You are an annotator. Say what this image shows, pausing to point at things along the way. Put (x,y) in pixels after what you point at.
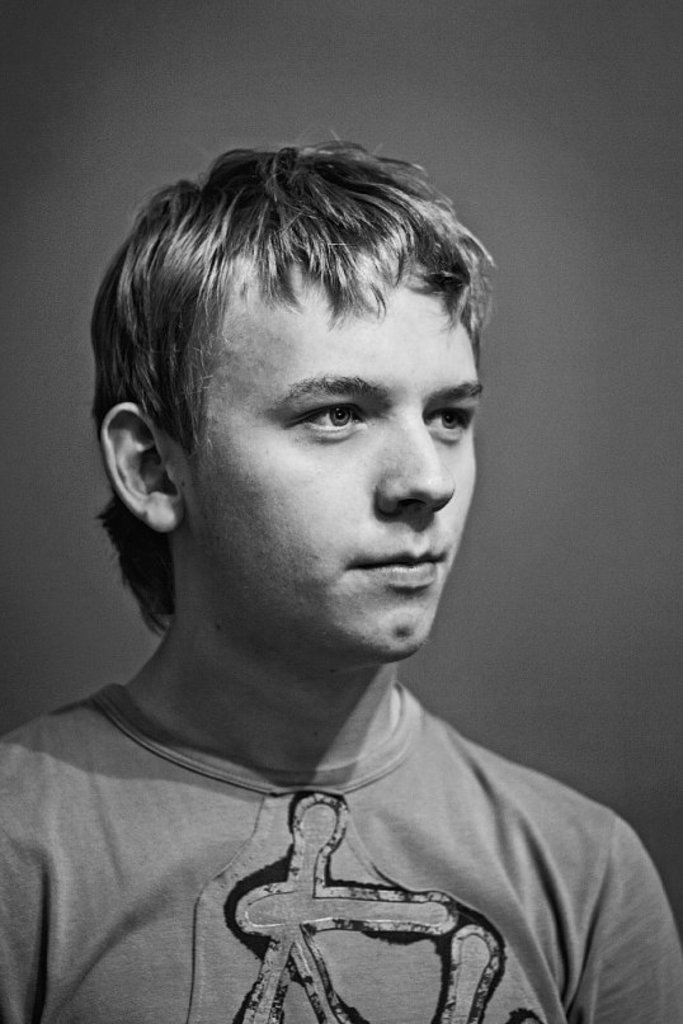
This is a black and white image. In this image we can see a man (284,610).
